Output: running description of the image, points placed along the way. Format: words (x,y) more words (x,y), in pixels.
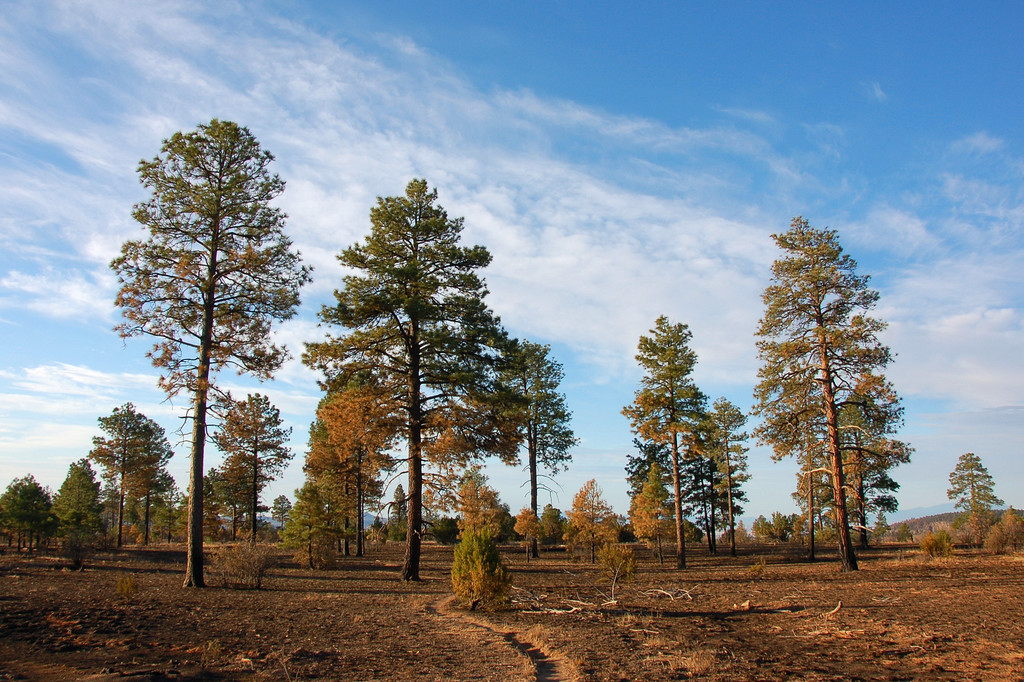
In this image we can see many trees (415,474). In the background (619,98) there is sky (464,92) with clouds (452,104).
